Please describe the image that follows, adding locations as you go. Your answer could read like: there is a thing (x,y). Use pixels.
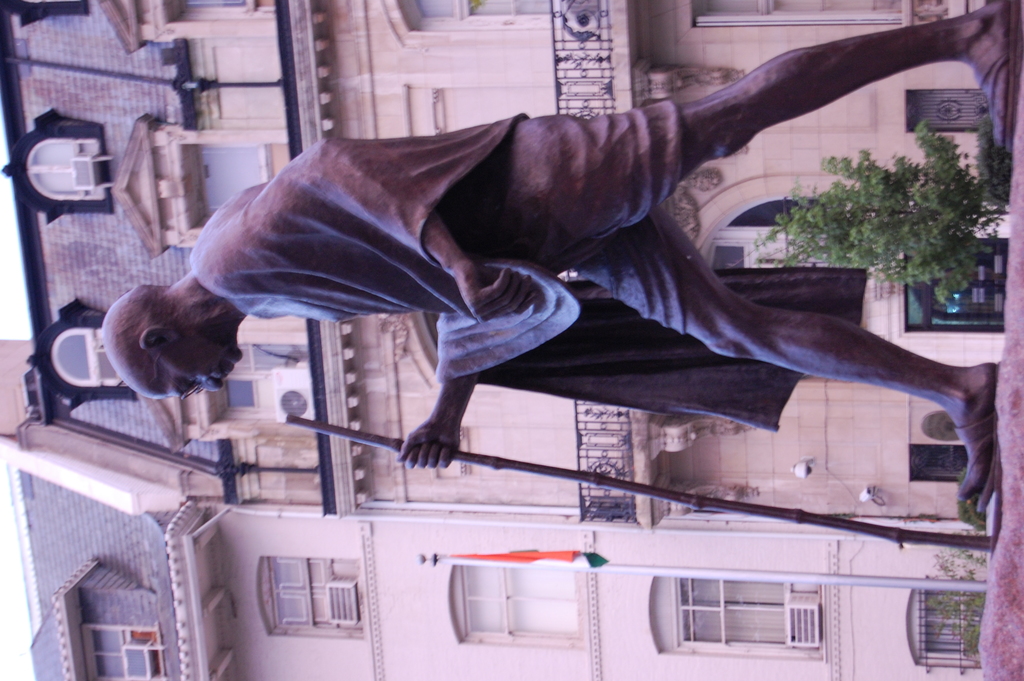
In this image in front (670,275) there is a statue of a Mahatma Gandhi (844,362). Behind the statue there are plants (888,254). On the backside (907,467) there is a building (503,547) and in front of the building (463,594) there is a flag (809,575).
